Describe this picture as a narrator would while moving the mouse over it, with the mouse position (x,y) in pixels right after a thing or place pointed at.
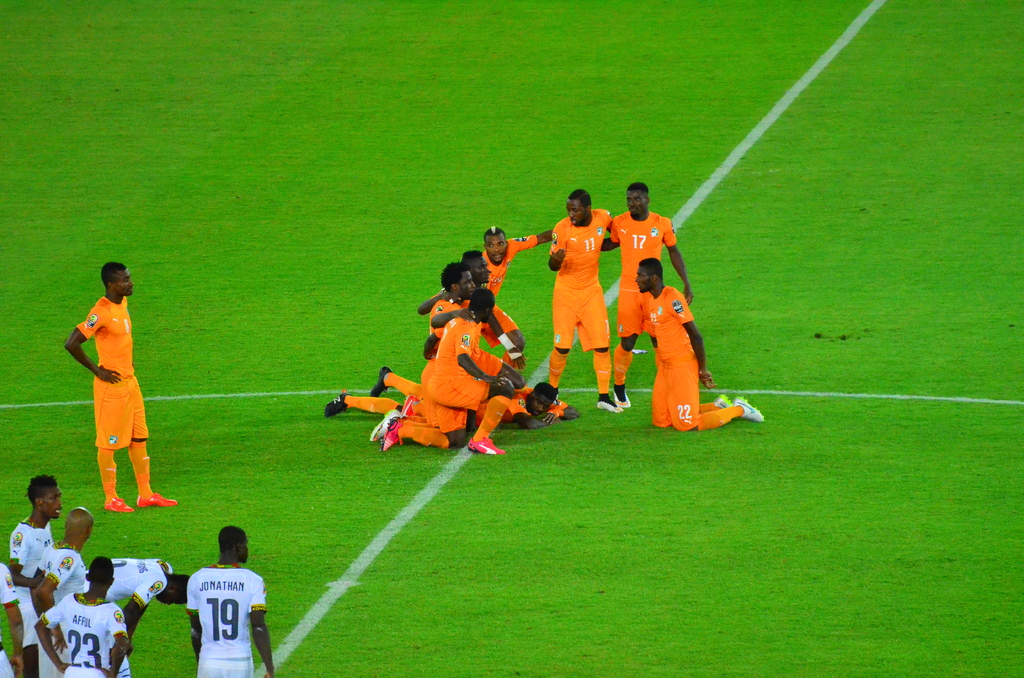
In this image there are group of people (128,447) some of them are wearing orange color jersey (629,291) and some of them are wearing white color jersey (143,573), and at the bottom (724,615) there is ground (316,486).
